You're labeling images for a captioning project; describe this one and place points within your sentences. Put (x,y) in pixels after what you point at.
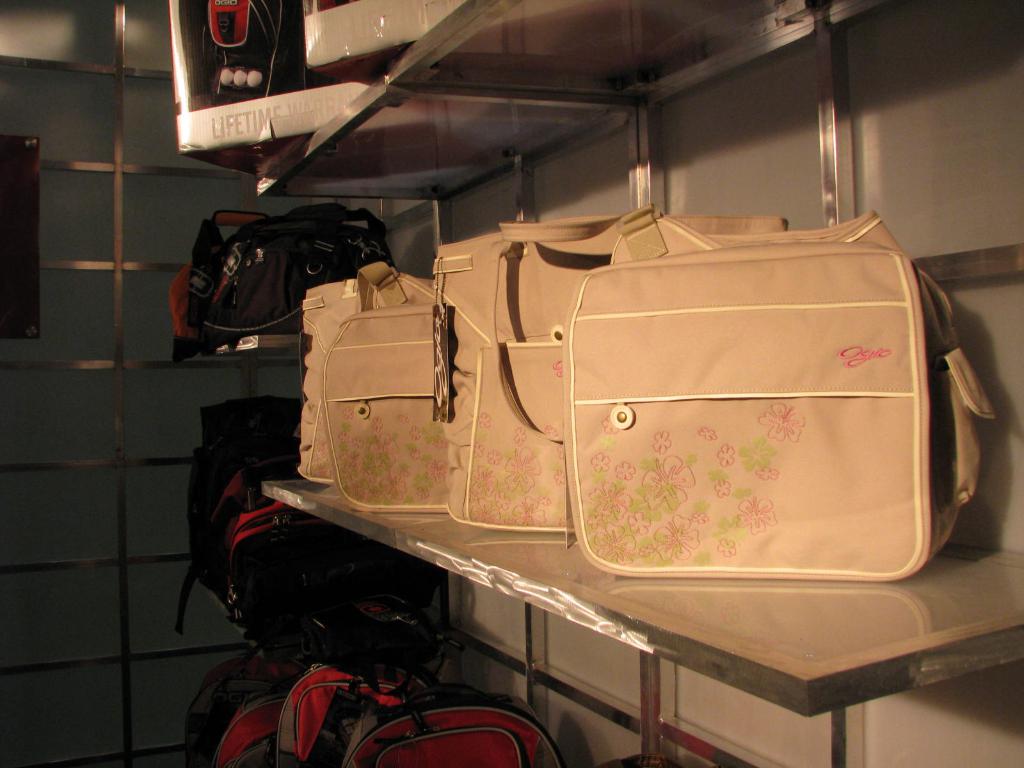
In this image I can see few bags (220,577), they are cream and black color and the bags (664,298) are on the racks (781,640). Background I can see the railing (128,662).
